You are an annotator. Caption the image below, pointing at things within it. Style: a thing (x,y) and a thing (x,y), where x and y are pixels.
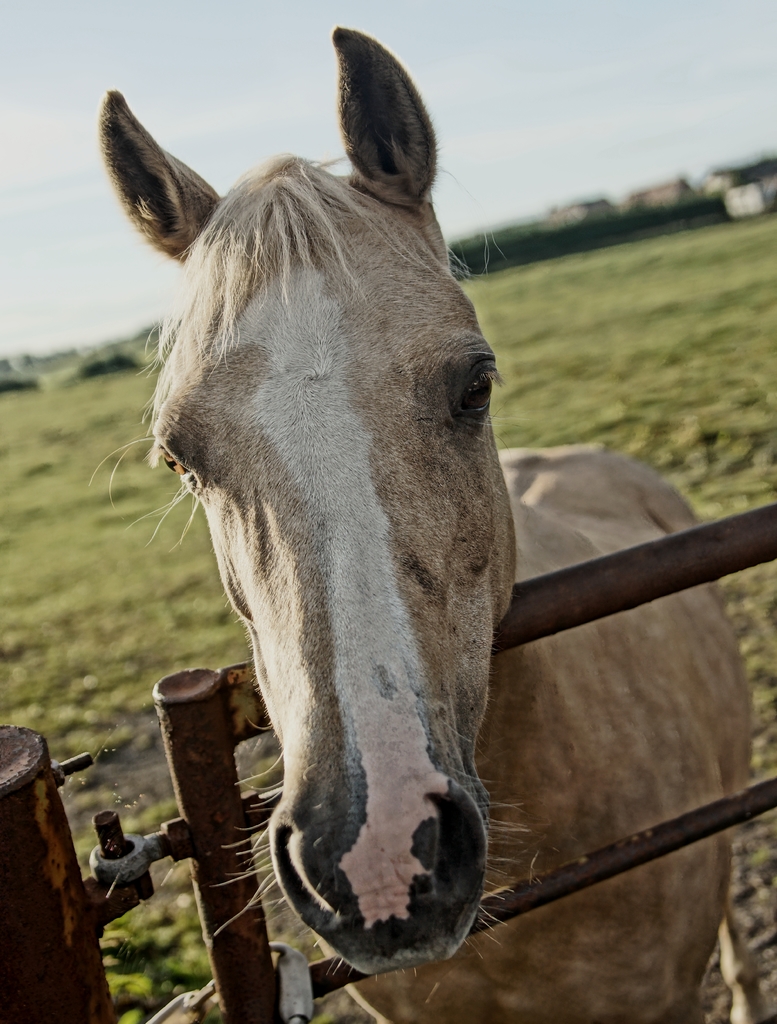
In this picture we can see a horse (464,912) standing at fence (100,934) and in the background (142,990) we can see grass (524,295), houses (719,188), sky (518,122).
